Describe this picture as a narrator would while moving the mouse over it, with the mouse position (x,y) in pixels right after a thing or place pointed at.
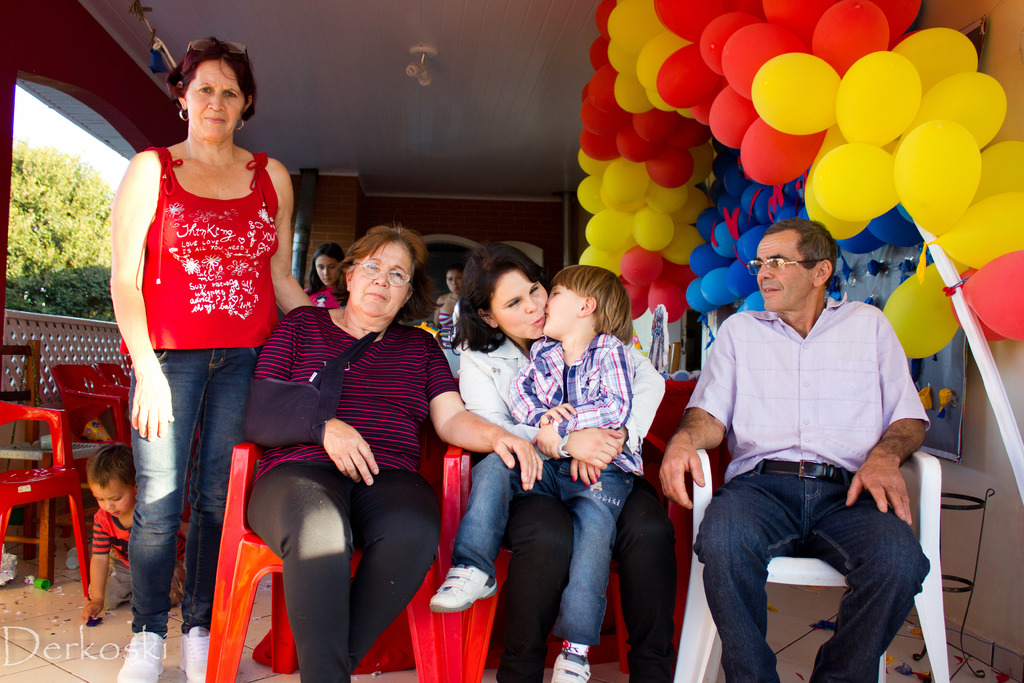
In the image group of people (388,434) are posing for the photo and three of them (517,427) were sitting on the chairs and behind the people (722,342) the place (720,157) is decorated with plenty of balloons (694,139) and in the left side (20,324) there is a balcony (27,337), behind the balcony (7,343) there are plenty of trees (46,192).
